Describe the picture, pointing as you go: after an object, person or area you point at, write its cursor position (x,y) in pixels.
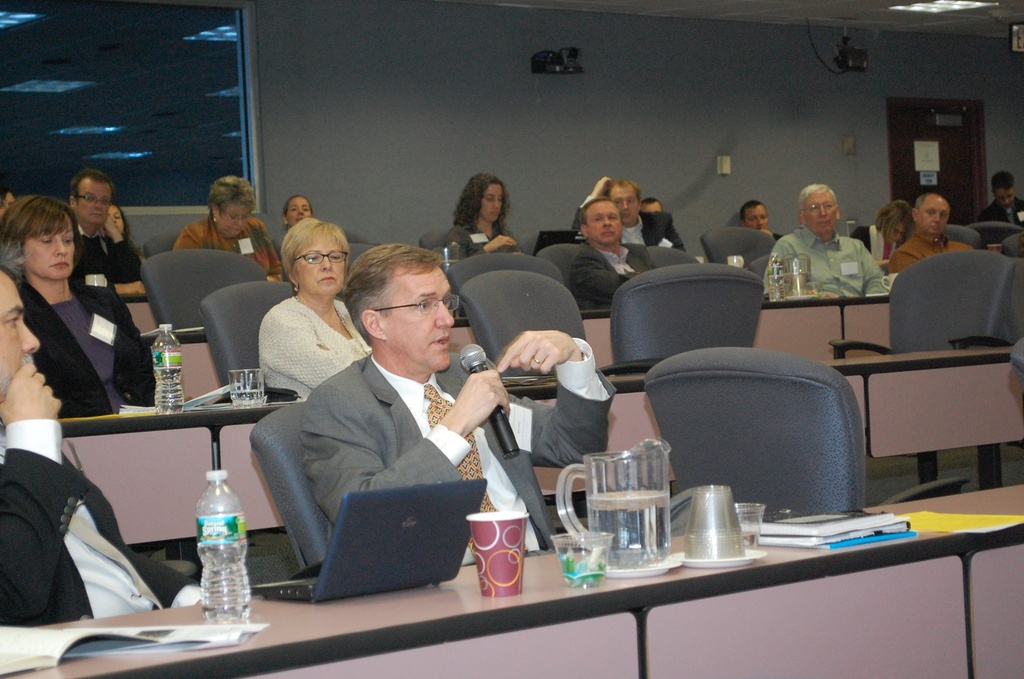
In this image i can see few people (584,375) sitting on chairs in front of desk (421,608). On the desks (188,474) i can see water bottles (229,584), glasses (585,567) and few papers (59,629). In the background (440,134) i can see a wall (423,125) and a door (927,171).
